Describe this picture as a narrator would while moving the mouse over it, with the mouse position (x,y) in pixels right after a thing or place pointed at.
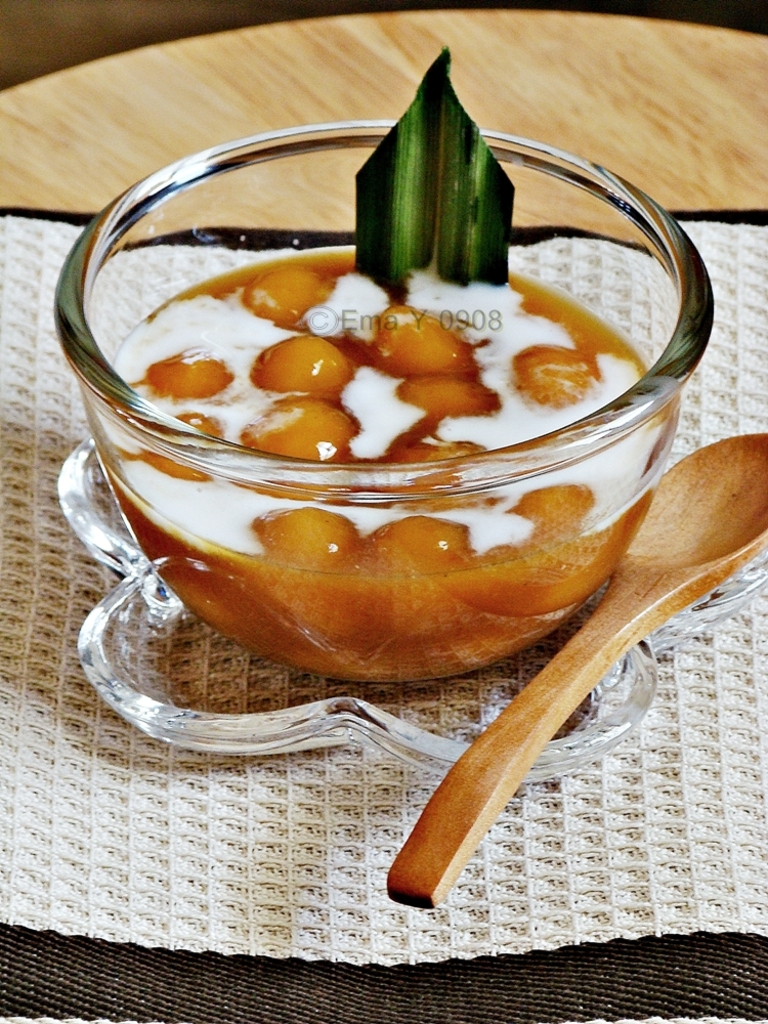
In this picture there is an edible (334,380) placed in a bowl (355,488) and there is a wooden spoon (595,668) beside it.
